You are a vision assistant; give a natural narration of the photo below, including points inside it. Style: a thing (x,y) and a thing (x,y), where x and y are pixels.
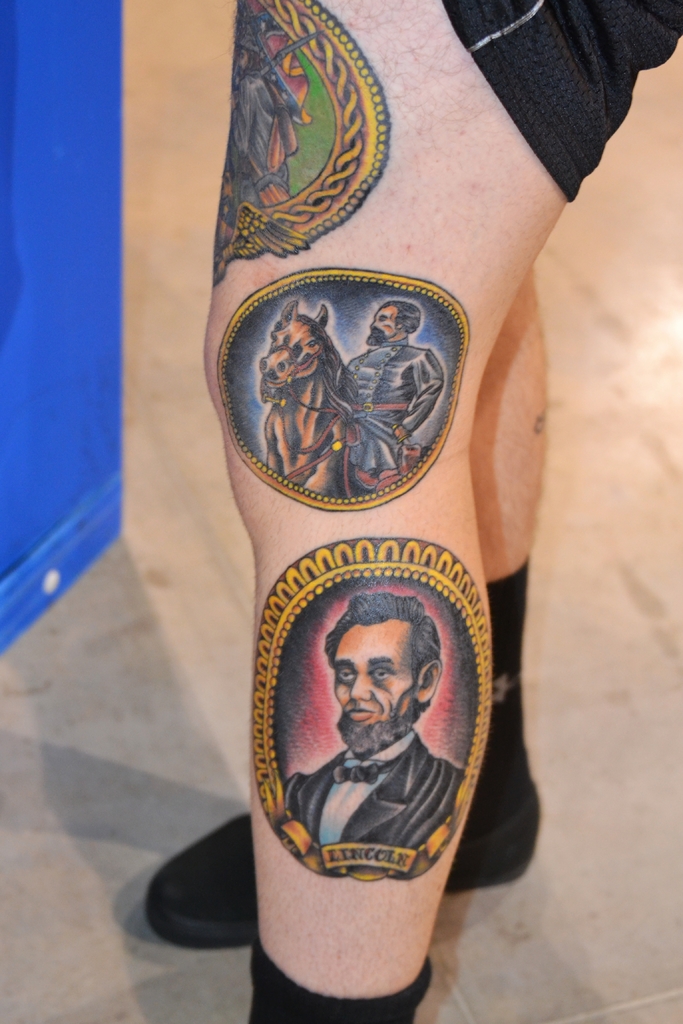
In this image we can see legs (312,653) of a person (340,268). On the leg (353,146) there are tattoos (377,750). On the left side (60,447) we can see blue color object (44,409).
